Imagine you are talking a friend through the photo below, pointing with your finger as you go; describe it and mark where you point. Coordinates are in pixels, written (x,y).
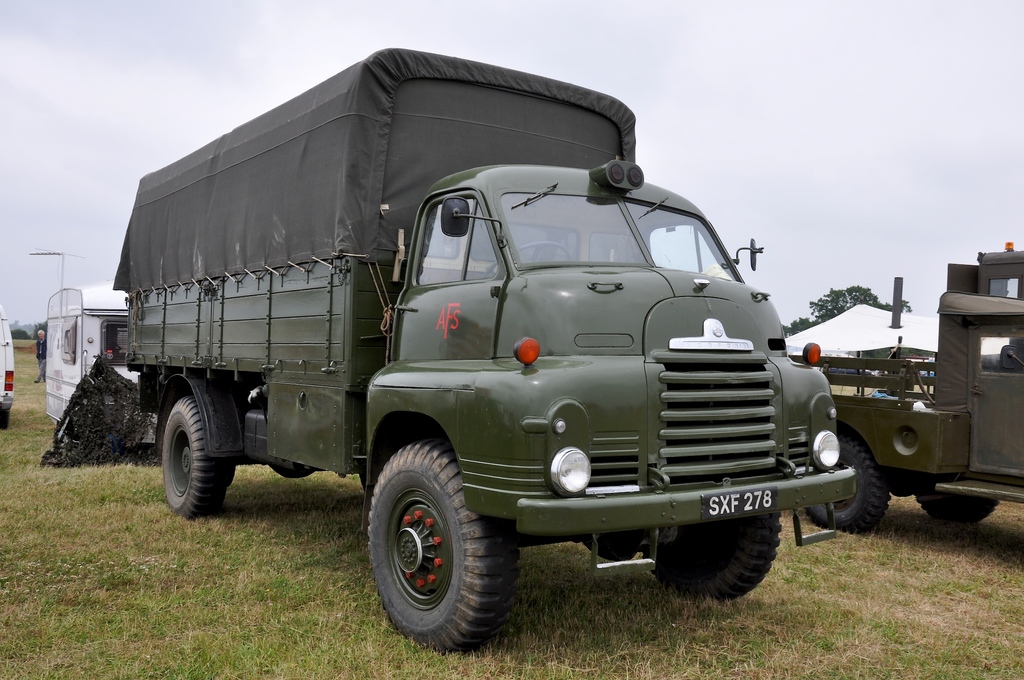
In the background (767,114) we can see the sky (284,50), trees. In this picture we can see the vehicles (4,346). On the left side of the picture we can see a man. At the bottom portion of the picture (690,632) we can see grass (695,642).
